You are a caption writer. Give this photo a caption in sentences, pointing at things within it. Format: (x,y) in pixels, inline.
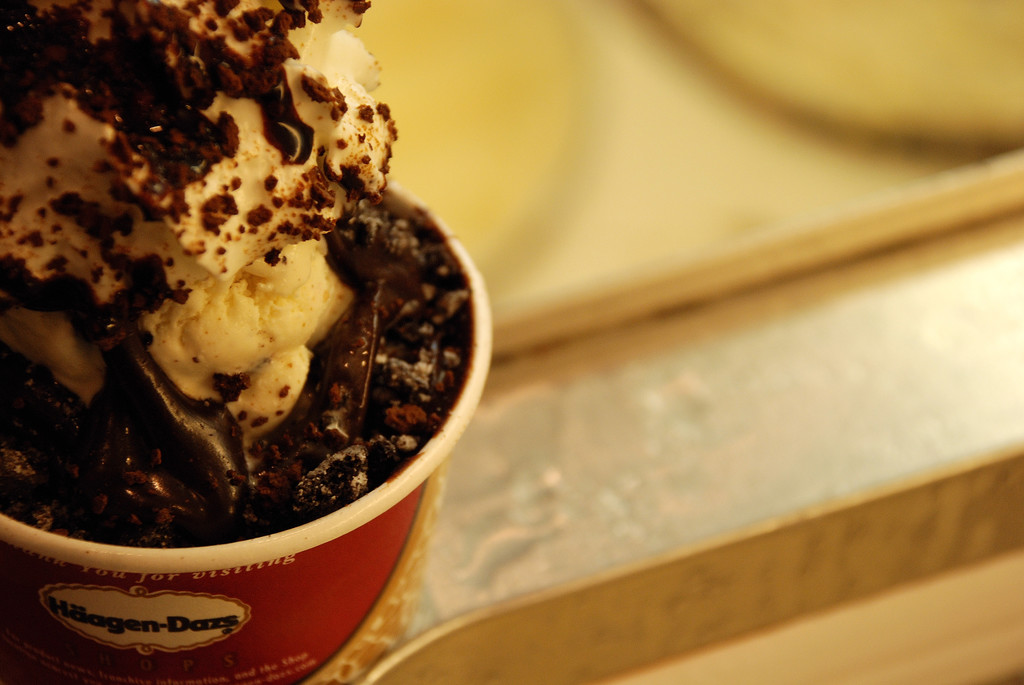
On the left side of the image (253,563) we can see an ice cream (231,421) and there are trays (726,441).
